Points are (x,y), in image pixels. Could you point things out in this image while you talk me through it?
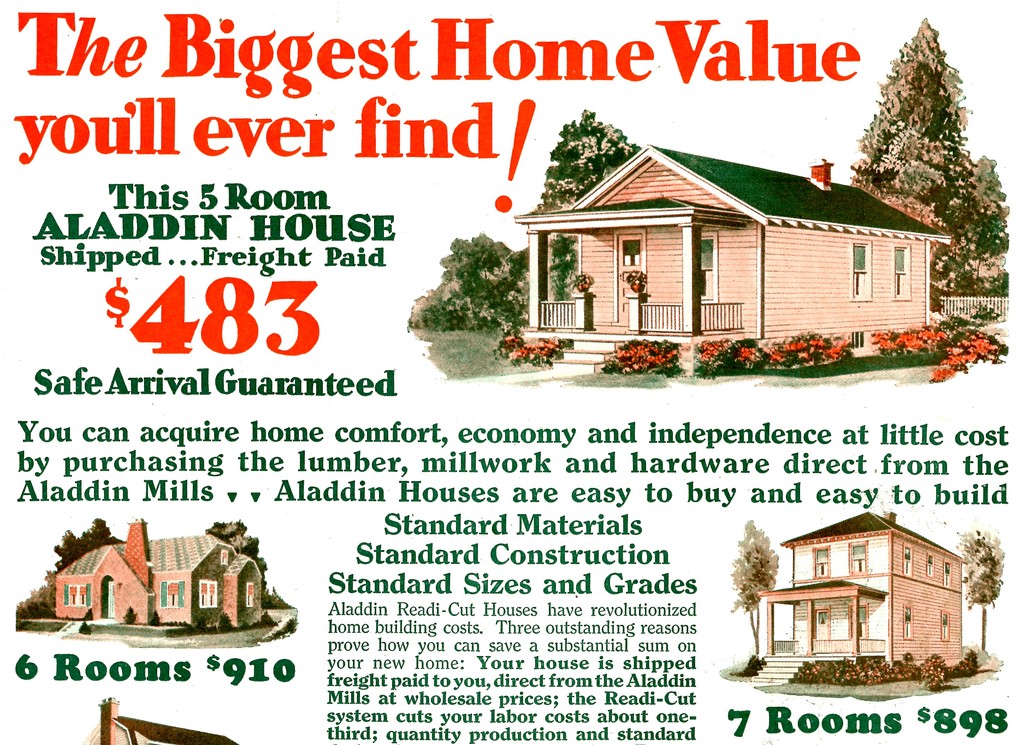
In the picture I can see houses (627,207), trees (748,541) and some text (522,640), And this image is an article.
